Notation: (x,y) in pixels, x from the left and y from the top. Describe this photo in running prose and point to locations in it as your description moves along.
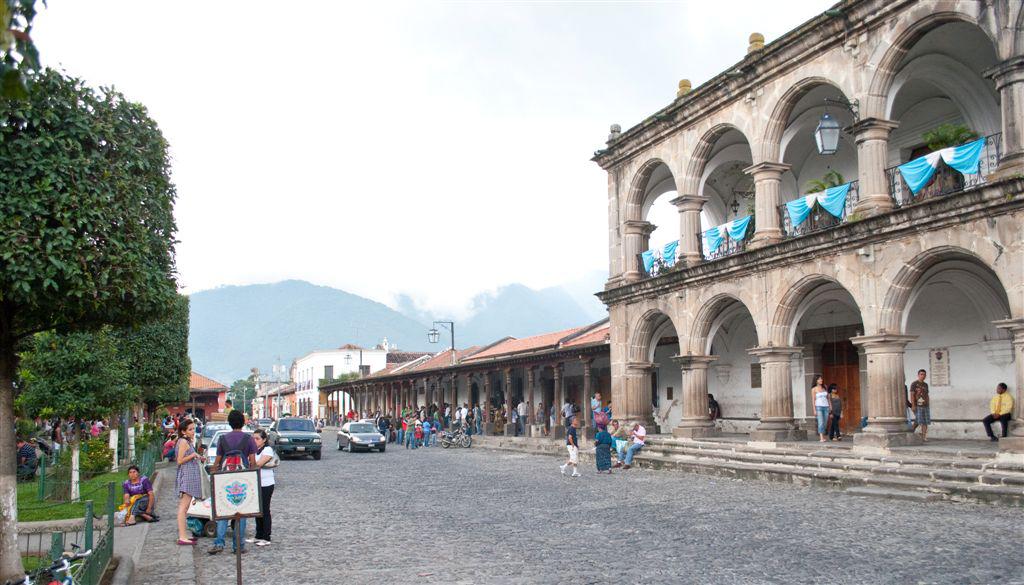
In this image I can see group of people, some are standing and some are walking. In front I can see a person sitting on the ground (306,558), background (350,405) I can see few vehicles (216,446) on the road (588,476), buildings (611,321) in cream and white color, trees (48,306) in green color and sky (314,111) in white color.
